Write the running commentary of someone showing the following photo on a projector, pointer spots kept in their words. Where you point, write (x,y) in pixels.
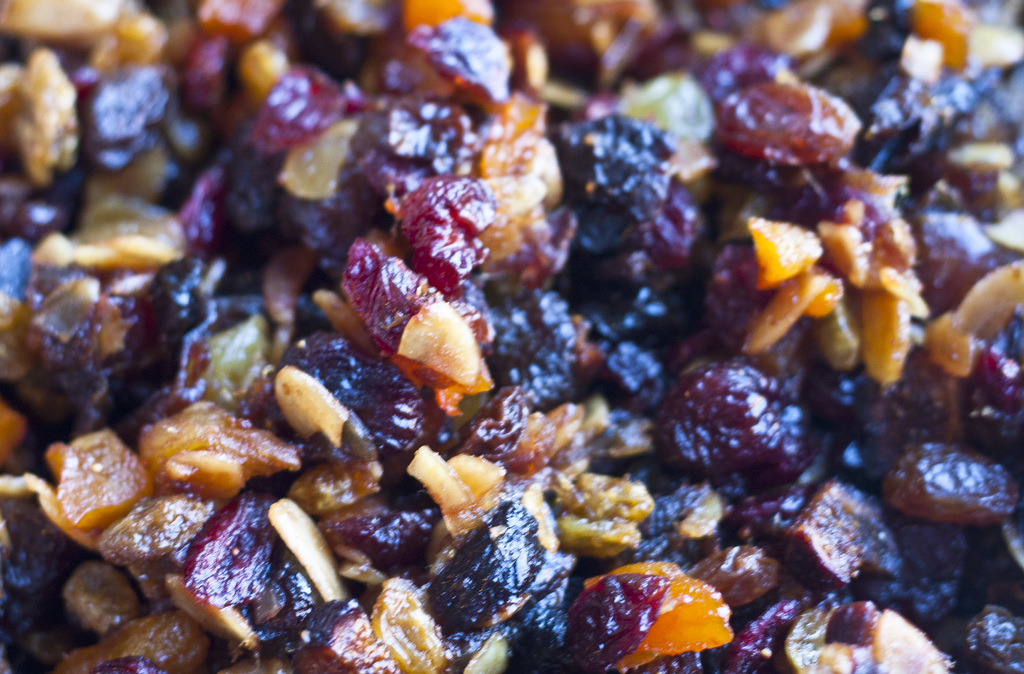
In this picture we can see food items (489,352) and on the food (329,325) there are some ingredients (391,388).
